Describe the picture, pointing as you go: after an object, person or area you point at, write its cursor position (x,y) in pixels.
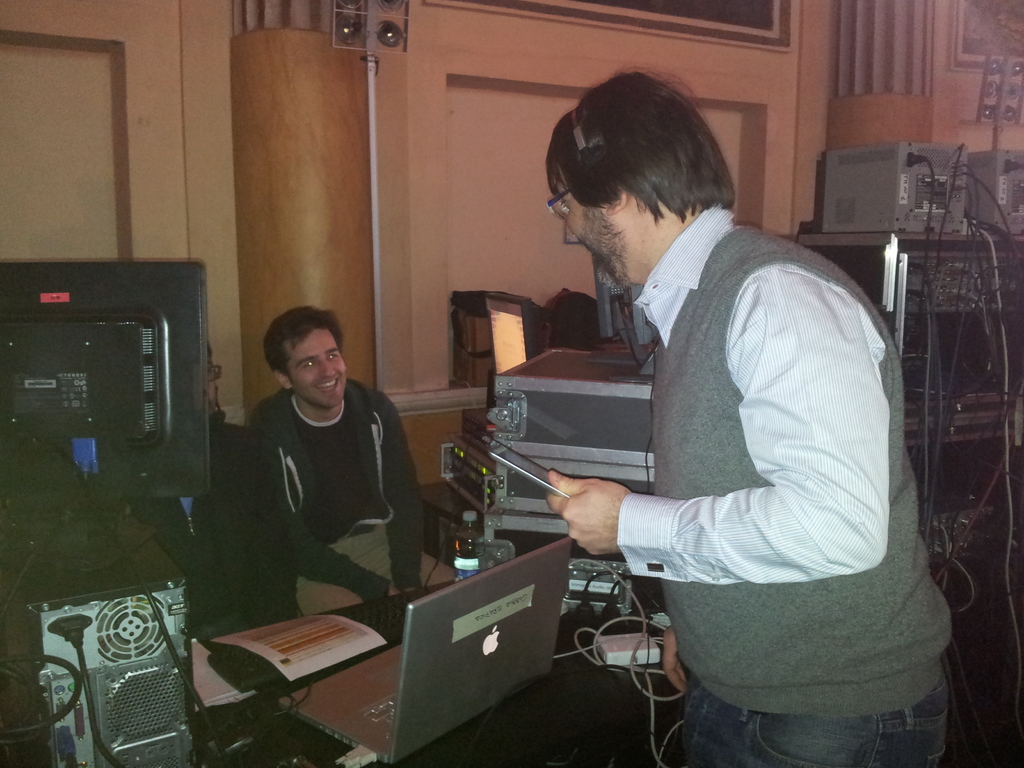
There is a person (719,737) standing on the right side (724,760) and he is holding a mobile phone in his hand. Here we can see a person (299,596) sitting on a chair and he is smiling. This is a table (529,717) where a laptop (469,648) and a central processing unit (132,626) are kept on it. Here we can see a computer (114,450) which is on the left side (111,448).
